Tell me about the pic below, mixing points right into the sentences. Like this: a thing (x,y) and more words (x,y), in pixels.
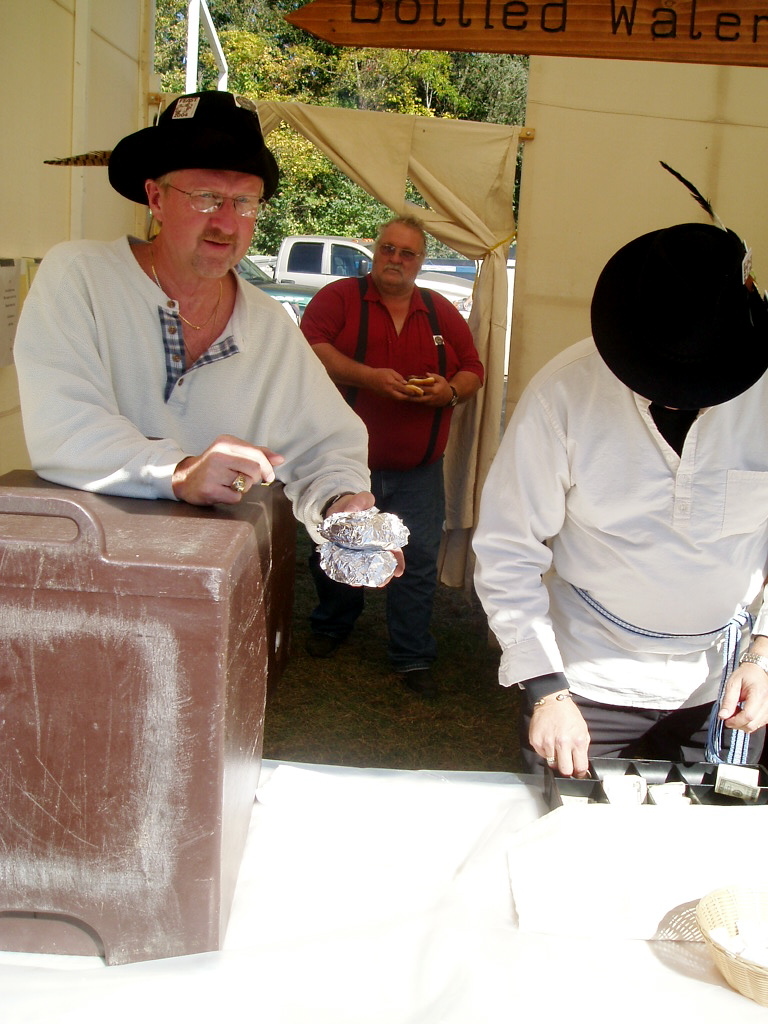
In this image we can see there are people (204,409) standing inside the shed (463,510) and holding objects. And we can see the table (467,888), on the table (652,957), we can see the basket (738,979), box (706,788) and a few objects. And at the back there are vehicles (349,265) and trees (319,104).
